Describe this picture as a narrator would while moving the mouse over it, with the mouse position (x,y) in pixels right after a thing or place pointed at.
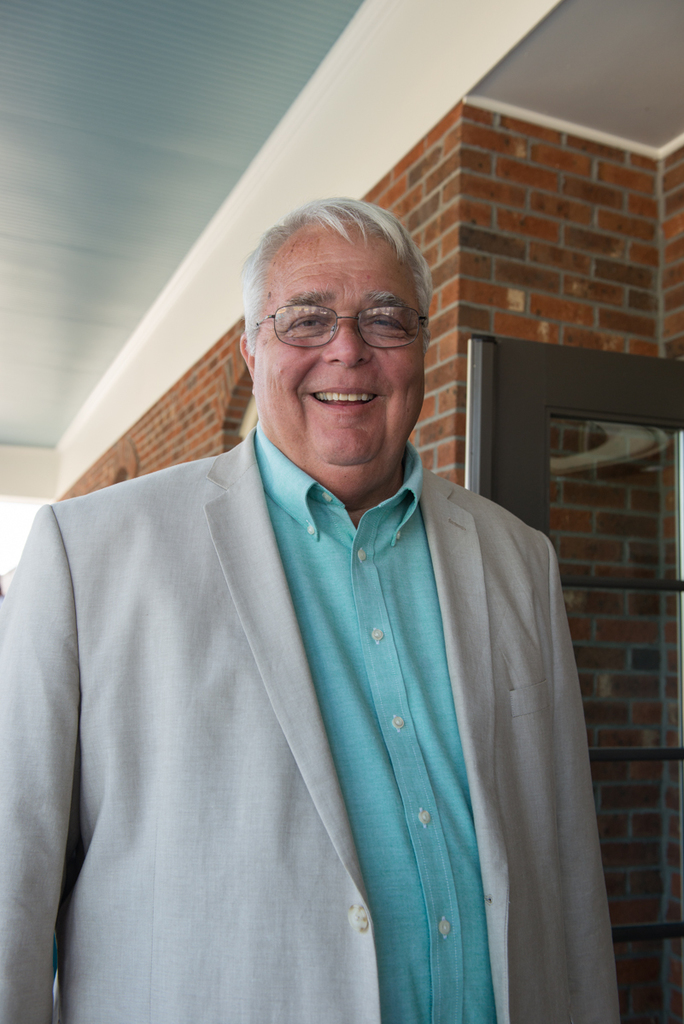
In this image we can see a person (374,757) standing and smiling, also we can see a building (493,232) and a door (603,361).
